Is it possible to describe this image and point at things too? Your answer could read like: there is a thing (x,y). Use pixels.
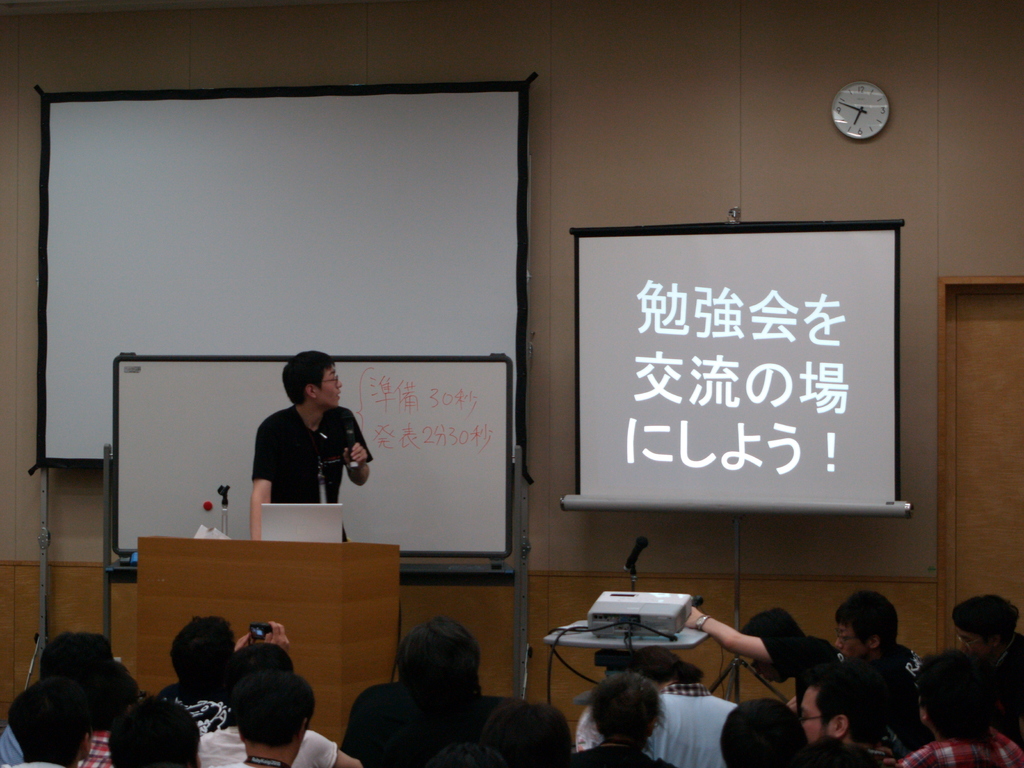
Here in this picture in the front (679,726) we can see number of people (504,710) sitting on chairs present over there and in front of them we can see a person (339,464) standing on the stage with a speech desk (261,565) present in front of him, having a laptop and microphone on it and beside him we can see a table (598,640), on which we can see a projector (646,621) and a microphone (637,547) present and in front of that we can see a projector screen (650,311) with something projected on it and behind the person (338,445) we can see a white board (391,429) present and behind it we can see another projector screen (111,387) present and we can see a clock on the wall (976,175).
